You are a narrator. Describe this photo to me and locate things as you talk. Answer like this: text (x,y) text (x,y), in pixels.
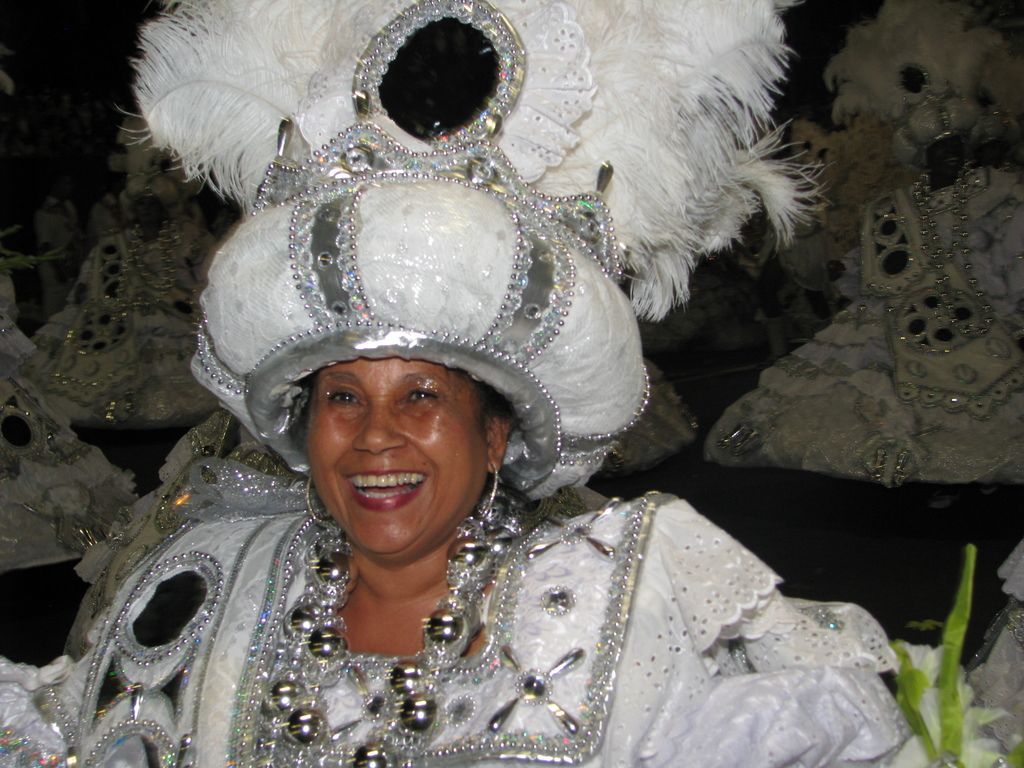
This image consists of a woman (344,678) wearing a white dress (326,714). On the right (934,727), there is a small plant (945,687). In the background (143,395), there are many people (157,306).
